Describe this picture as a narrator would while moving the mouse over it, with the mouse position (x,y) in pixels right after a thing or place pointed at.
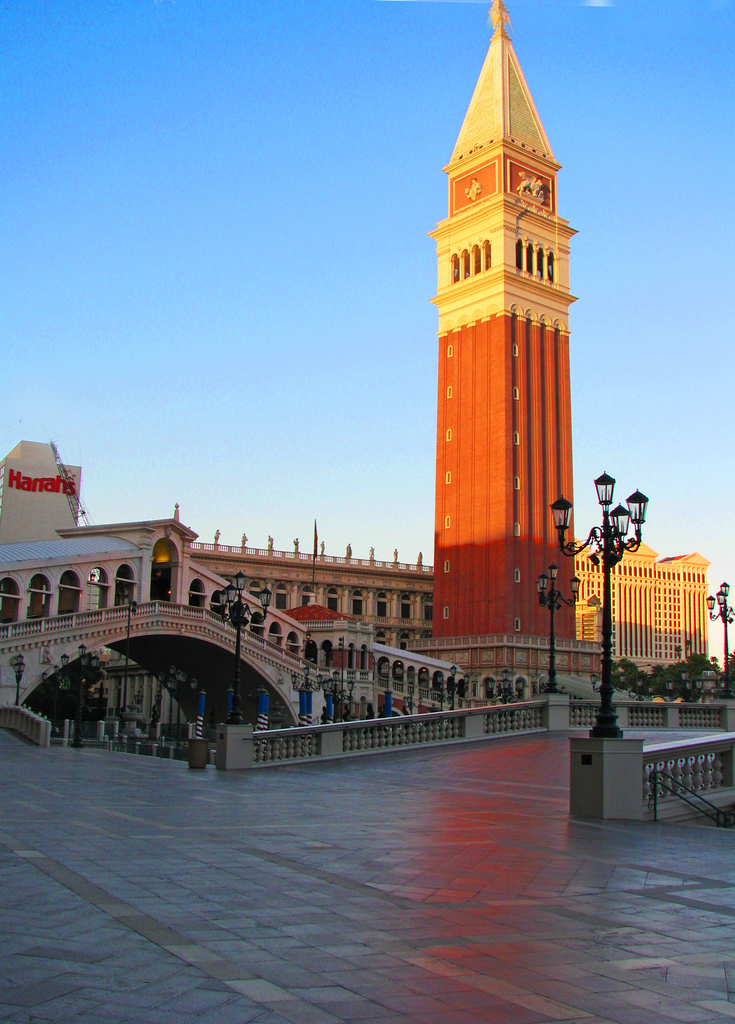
As we can see in the image there are buildings (536,560), street lamps (580,552) and stairs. On the top (259,188) there is sky (197,183).
